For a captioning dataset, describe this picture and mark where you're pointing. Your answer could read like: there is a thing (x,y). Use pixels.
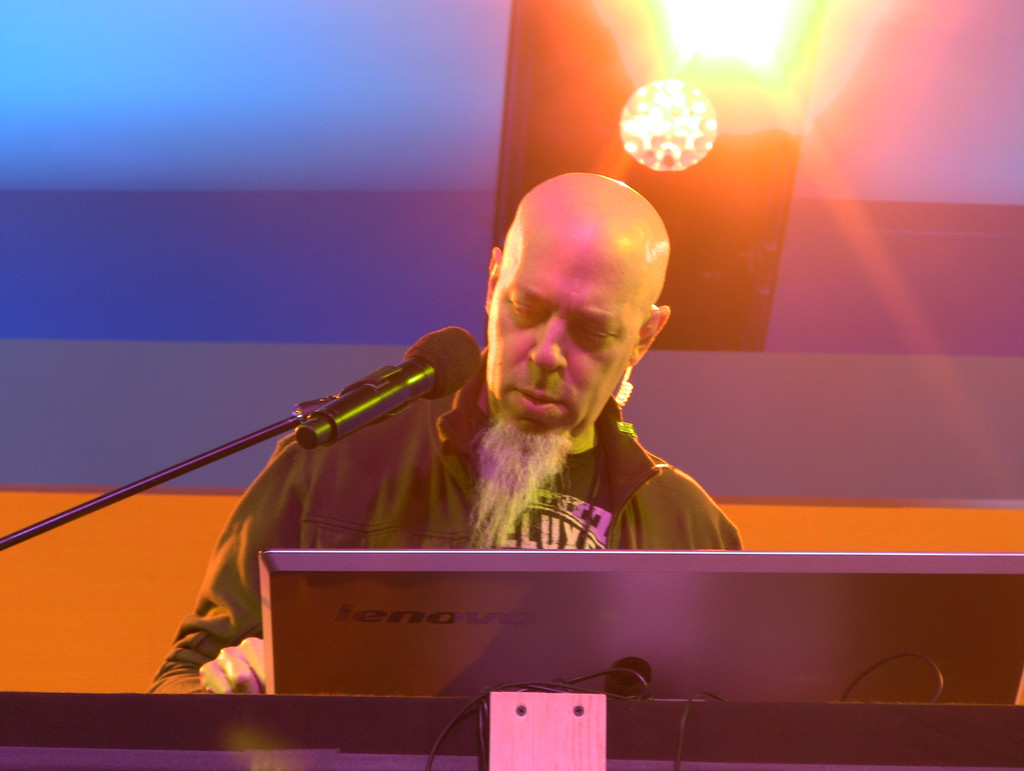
In this picture I can observe a man (515,473) in the middle of the picture (519,425). In front of him there is a screen (494,589) and mic (346,404) fixed to the stand (300,418). In the background (59,489) I can observe wall (784,462).
